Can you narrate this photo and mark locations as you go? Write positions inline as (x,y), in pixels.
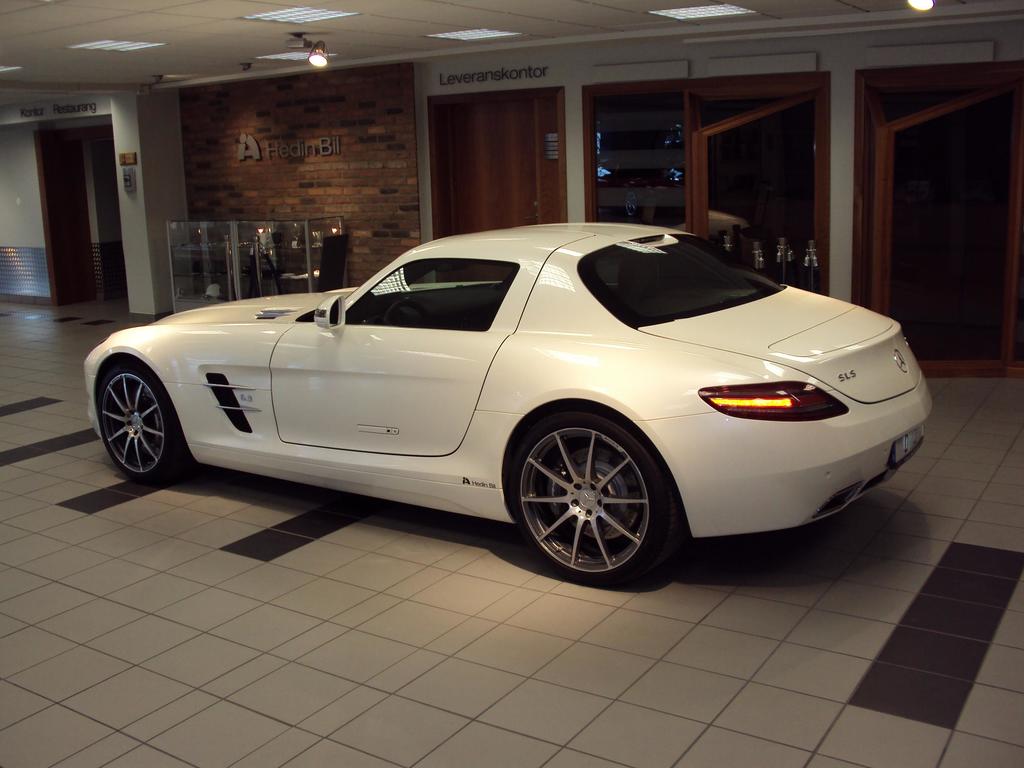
In this image we can see a car (553,534) on the floor (268,638), beside the car (570,282) there is a wall (360,151) with text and doors (894,141) and there is an object (266,254) in front of the wall (266,215) and lights (274,20) to the ceiling (391,33).
